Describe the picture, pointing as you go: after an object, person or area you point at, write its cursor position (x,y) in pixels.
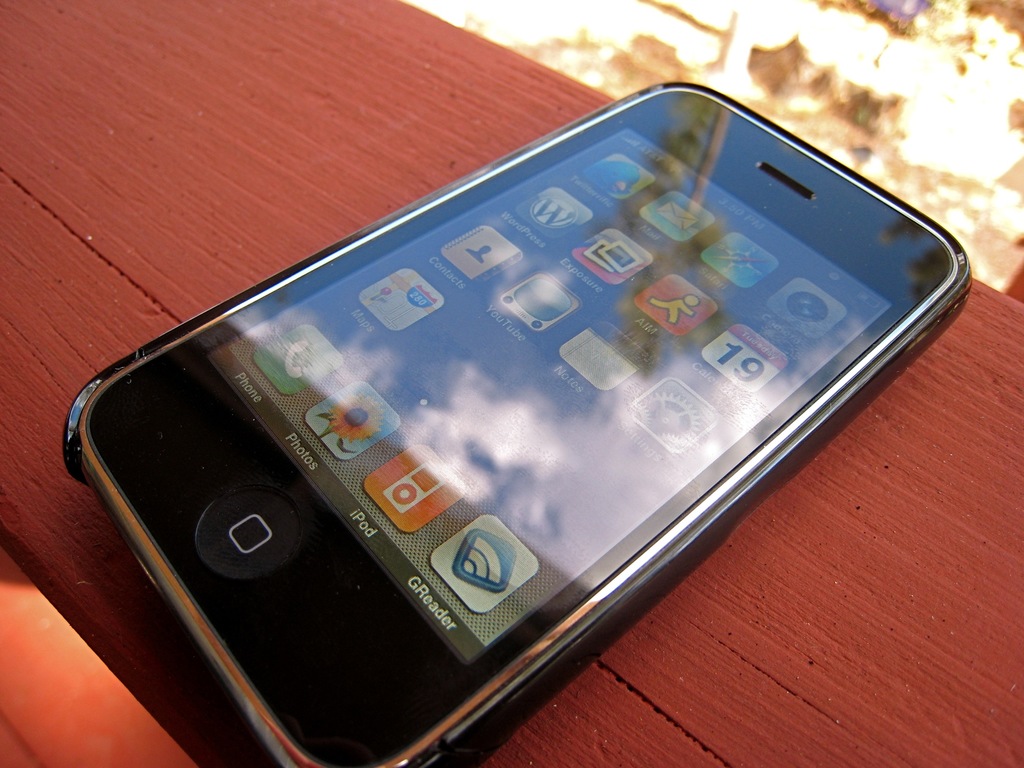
This is a zoomed in picture. In the center (647,261) we can see a black color phone (559,147) is placed on the top of an object (182,170) and we can see the text (432,258), pictures (552,212) and the icons (617,271) on the display (320,428) of the mobile phone (451,355). In the background (830,71) we can see some other objects (826,56).
